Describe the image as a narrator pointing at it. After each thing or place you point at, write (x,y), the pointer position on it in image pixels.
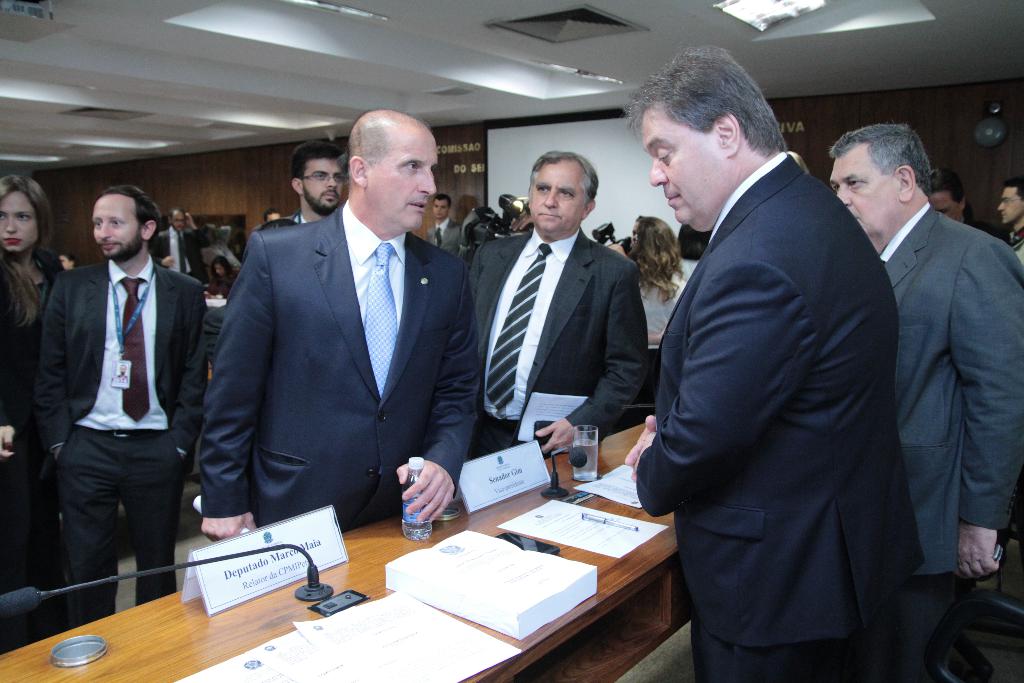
In this picture there is a man (838,235), standing near to the table (454,559). On the table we can see glass (584,446), name plate (539,468), can (67,645), books (460,595), pen (592,512) and papers (364,617). Here we can see another man (354,367) who is wearing suit (390,379) and holding water bottle (412,480). In the background (64,319) we can see group of persons (580,241). Here we can see some peoples (644,238) are holding camera (500,225). In the background (616,151) we can see projector screen (573,149) on the wall (475,147). On the top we can see lights (736,2).
